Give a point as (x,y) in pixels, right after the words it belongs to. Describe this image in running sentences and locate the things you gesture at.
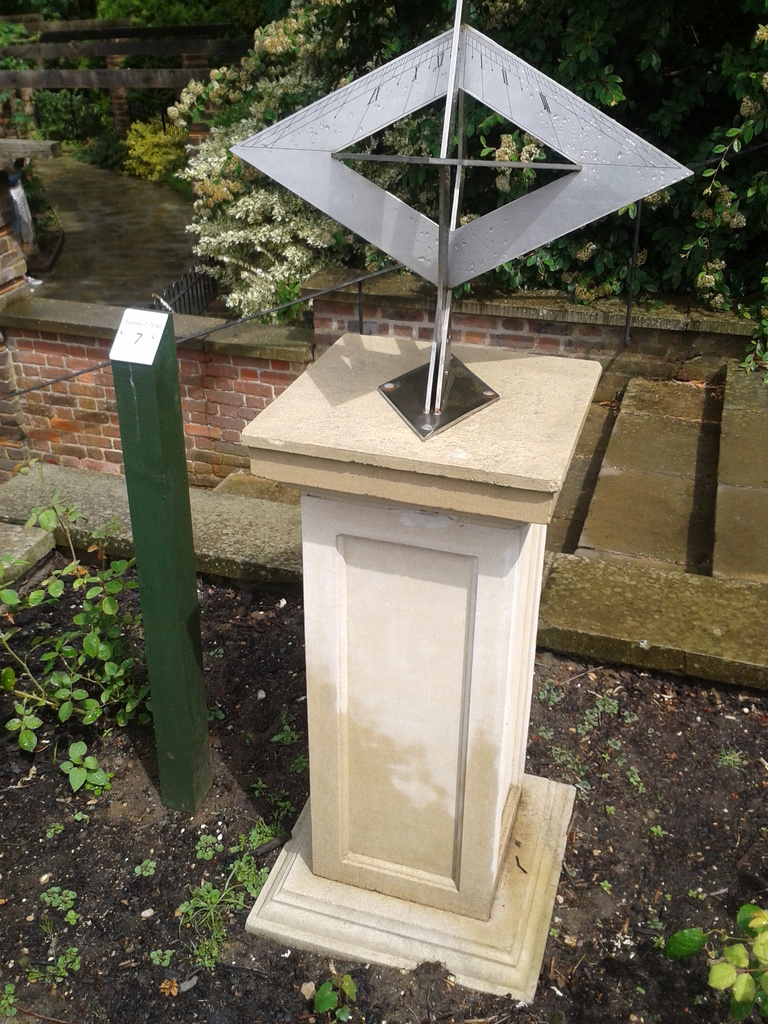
In the center of the image (449,373) we can see one object (449,142) placed on the solid structure (449,485). On the left side of the image (155,568), we can see one pole (165,468), which is in green and white color. In the background (162,120) there is a fence (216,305), wall (225,376), staircase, plants (75,109), trees (79,118) and a few other objects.
